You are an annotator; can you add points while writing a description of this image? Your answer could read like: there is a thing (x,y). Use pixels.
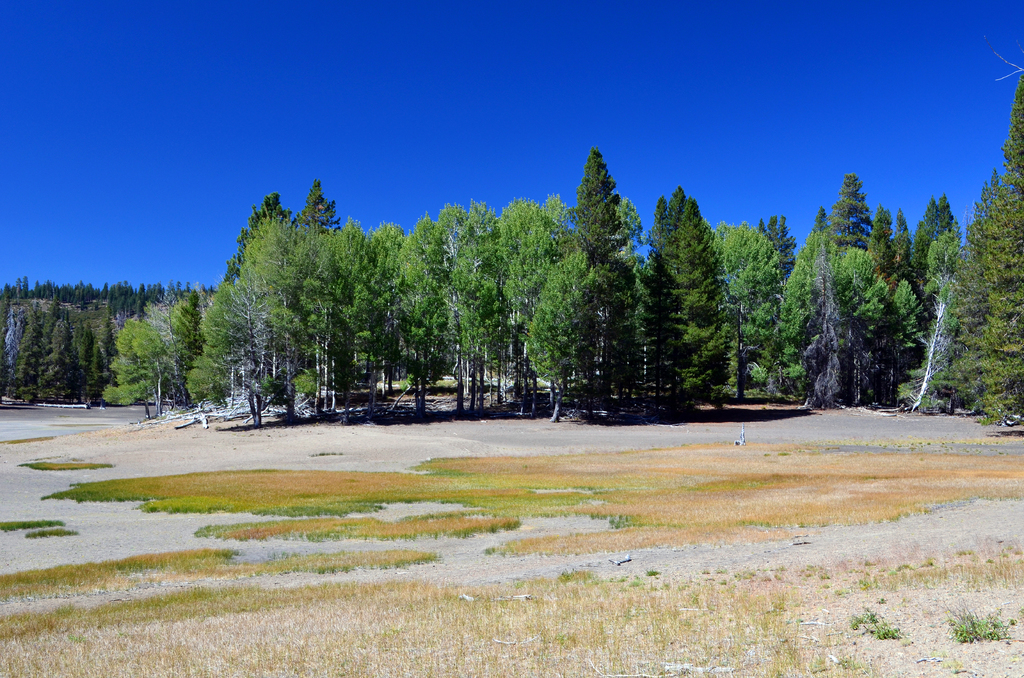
In the foreground of this picture (418,479), we can see the grassland (505,478), trees (439,334) and on the top (555,79) we can see the sky (229,203).
